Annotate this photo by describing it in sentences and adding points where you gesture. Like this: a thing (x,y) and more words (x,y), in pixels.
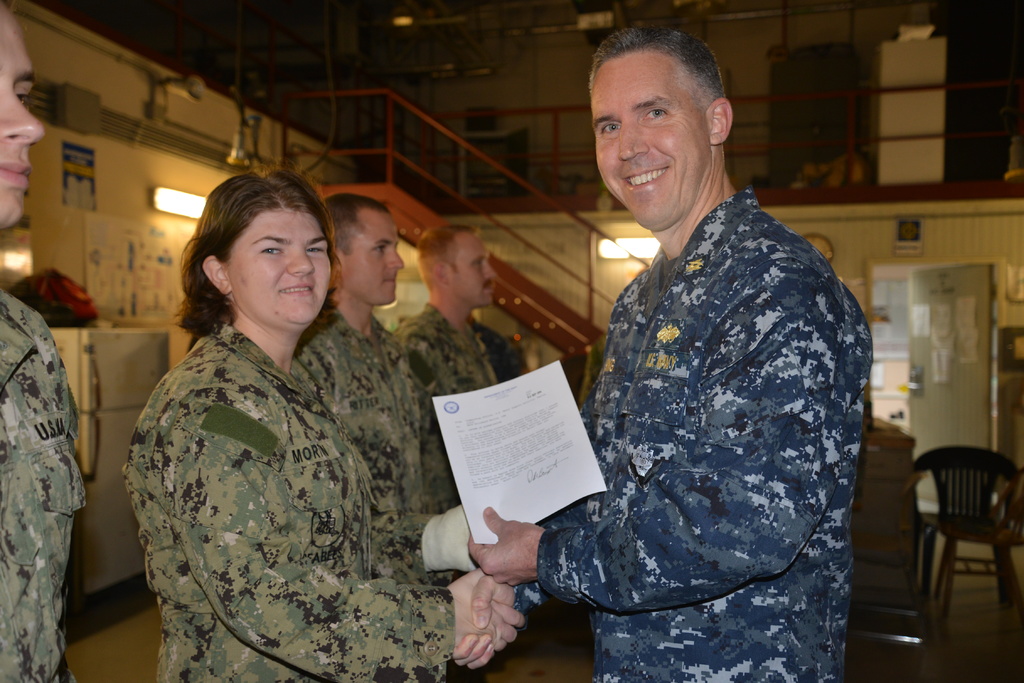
In this image I can see few people (780,633) are standing. Here I can see a man (603,595) is smiling and holding a paper (493,507). In the background (940,562) I can see a chair (944,512) and a refrigerator (109,462).
